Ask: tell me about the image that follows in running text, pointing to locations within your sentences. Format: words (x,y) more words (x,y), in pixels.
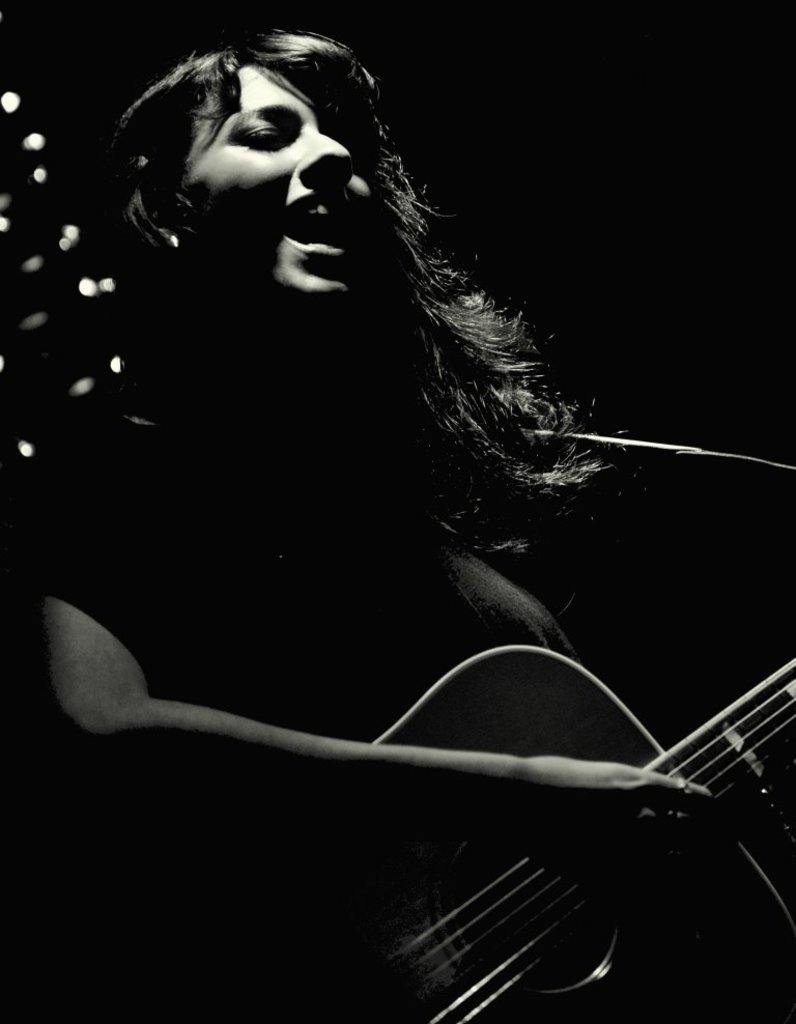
In this picture we can see a girls (326,253) is singing and playing a guitar (533,864).
